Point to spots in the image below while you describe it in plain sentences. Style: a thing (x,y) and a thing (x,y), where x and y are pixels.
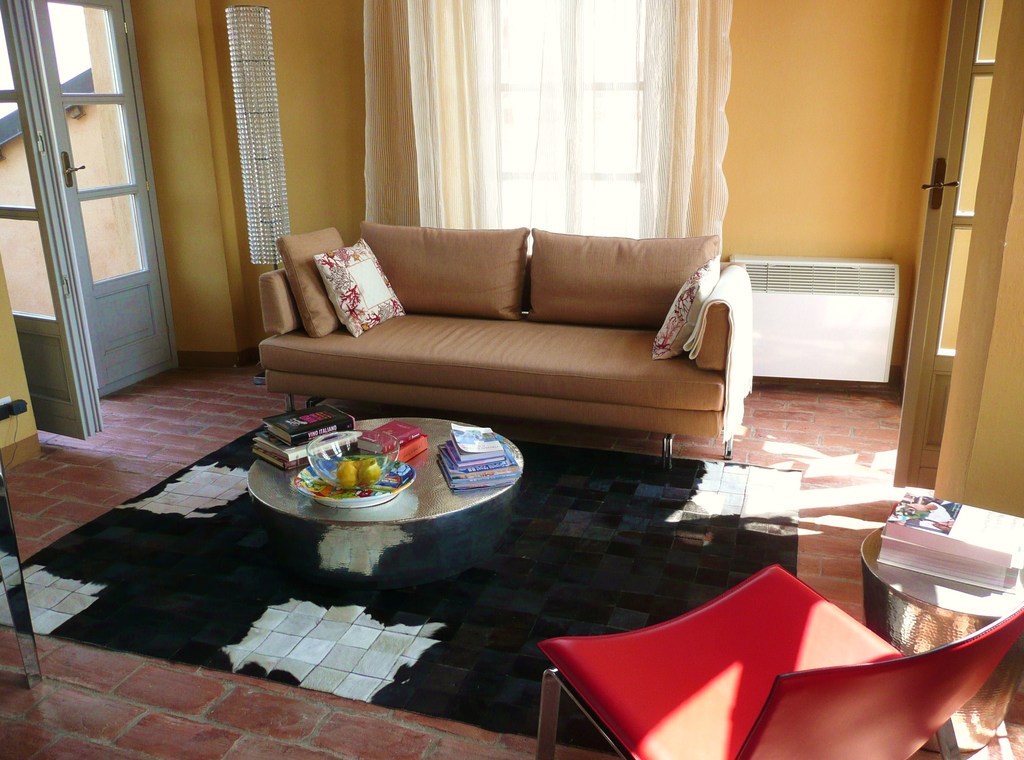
In this image I can see a sofa (504,287) and two cushions (673,314) and a pillow (364,279) on it. i can see a chair (734,668), few tables (399,507) on which there are few books (467,464), a bowl (363,452) and fruits (358,465) in it. In the background (804,110) i can see the wall (824,231), the window (615,108), the curtain (380,97), a light (276,162) and the door (79,170).
